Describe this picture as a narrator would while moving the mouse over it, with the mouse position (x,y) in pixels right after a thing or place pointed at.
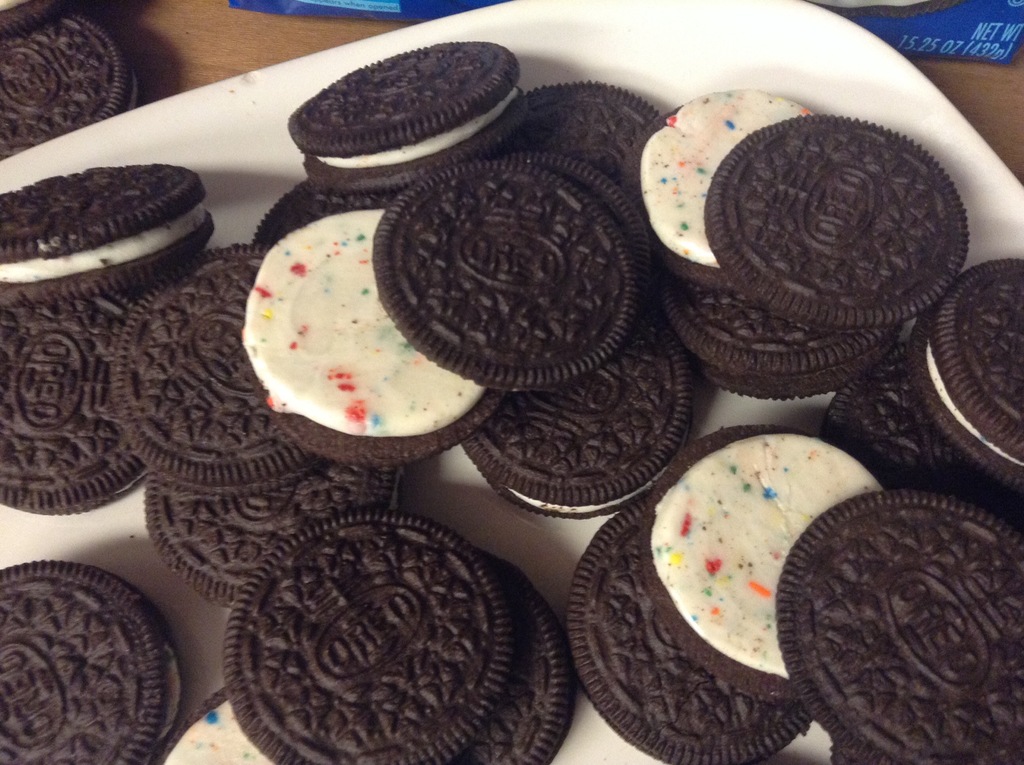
In this image I can see number of biscuits (364,186).
